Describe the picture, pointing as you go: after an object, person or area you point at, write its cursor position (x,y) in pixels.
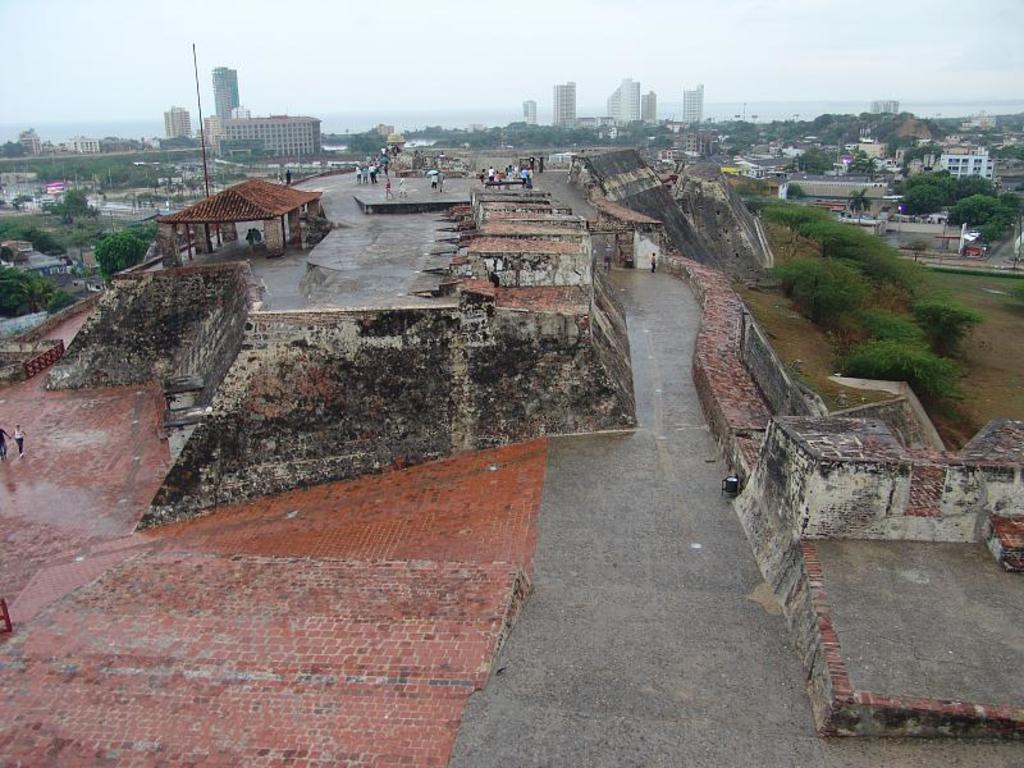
In the picture we can see some fort walls (269,357) and path (396,637) and near it, we can see some people (389,189) and in the background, we can see houses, buildings (991,122), tower buildings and sky (368,45).
